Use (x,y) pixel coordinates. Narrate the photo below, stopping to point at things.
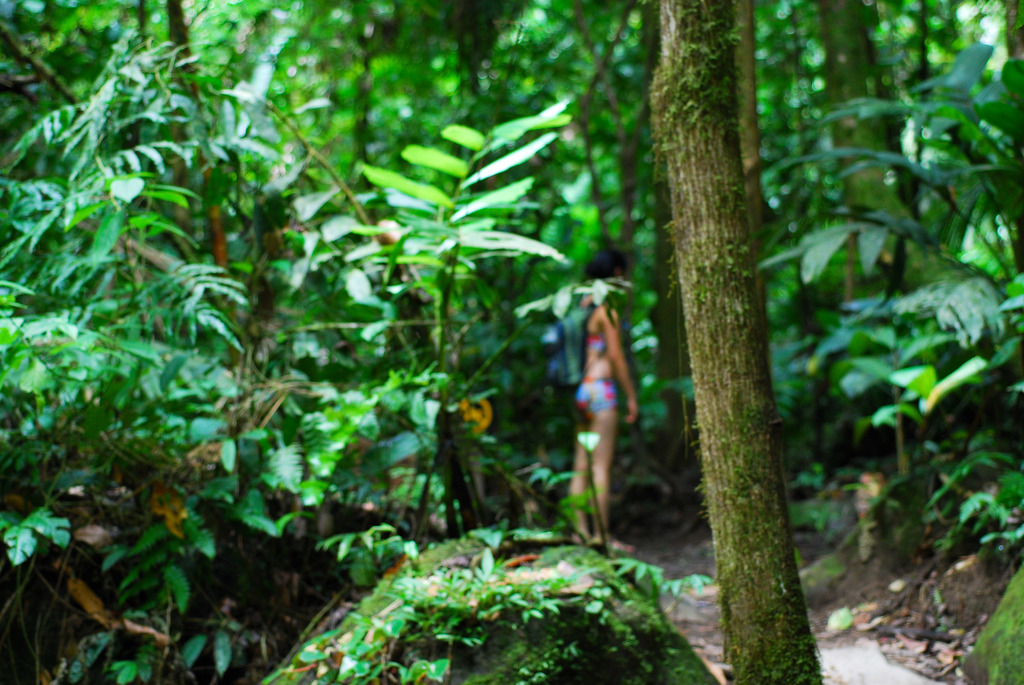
In this picture there is a girl (582,429) in the center of the image (593,353), she is wearing a bag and there is greenery (446,262) around the area of the image.
